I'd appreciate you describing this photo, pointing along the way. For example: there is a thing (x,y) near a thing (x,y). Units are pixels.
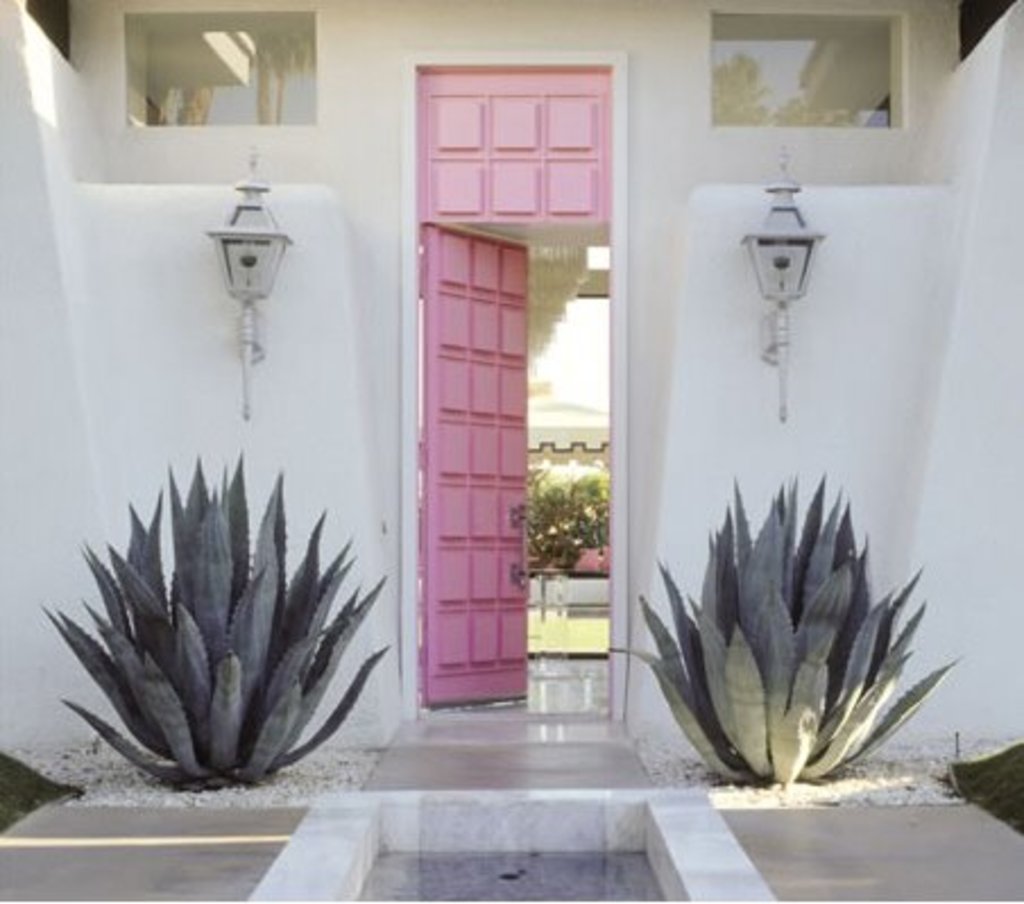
In this image we can see a door (442,313), plants (256,640), stones (337,773), electric lights (263,282) attached to the walls (728,364), trees (562,523) and ground (574,640).
